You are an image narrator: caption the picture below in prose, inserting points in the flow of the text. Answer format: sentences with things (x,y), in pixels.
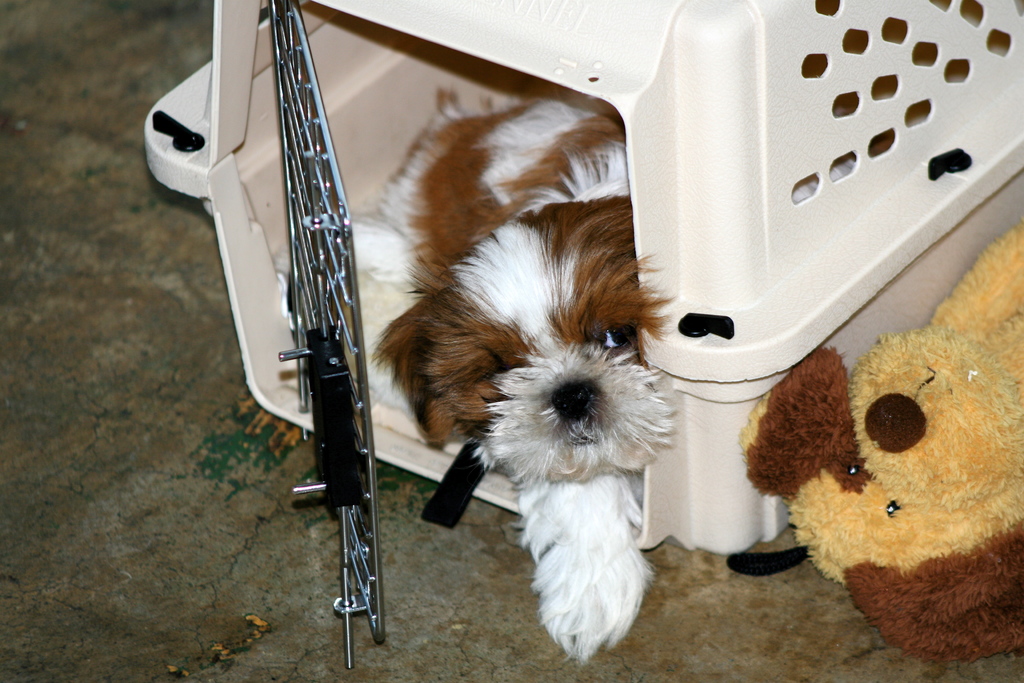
In this image I can see the dog (535,326) in white and brown color and the dog (595,208) is in the white color cage (723,398) and I can also see the toy dog (801,516) in brown and cream color.
